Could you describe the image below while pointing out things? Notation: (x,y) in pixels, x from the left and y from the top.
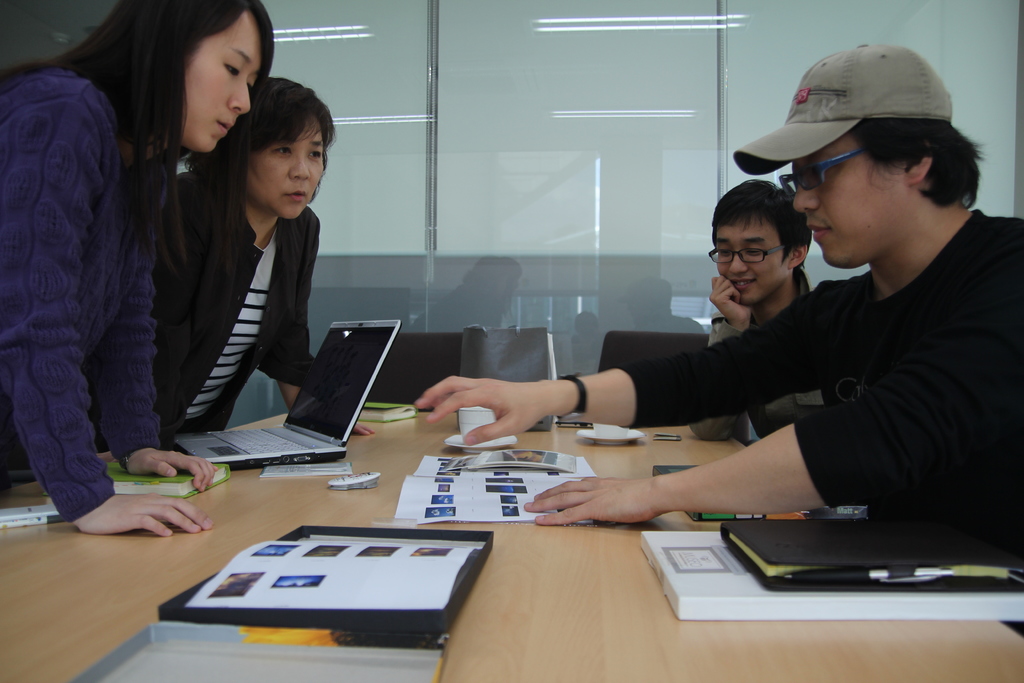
In this image we can see four persons (792,354), two women (224,372) are standing and two men (842,325) were sitting, there is a table (988,647), on the table (290,510) there is a laptop (276,448), papers (323,540) and books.
